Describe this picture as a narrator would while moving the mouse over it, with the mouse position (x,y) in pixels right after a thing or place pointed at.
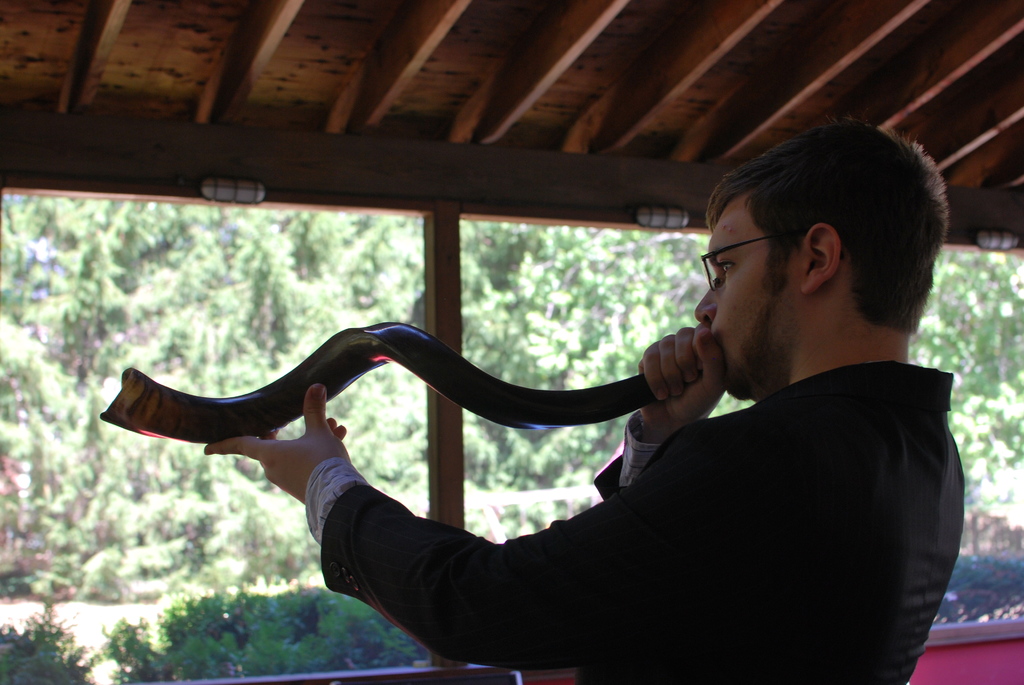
In the center of the image (671,361) we can see one person (778,507) is standing and he is holding some object (422,356). And we can see he is wearing glasses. And we can see one wooden pole (460,460), roof (656,125) and fence (956,630). In the background (170,264) we can see trees (404,459), plants (966,599) and a few other objects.
